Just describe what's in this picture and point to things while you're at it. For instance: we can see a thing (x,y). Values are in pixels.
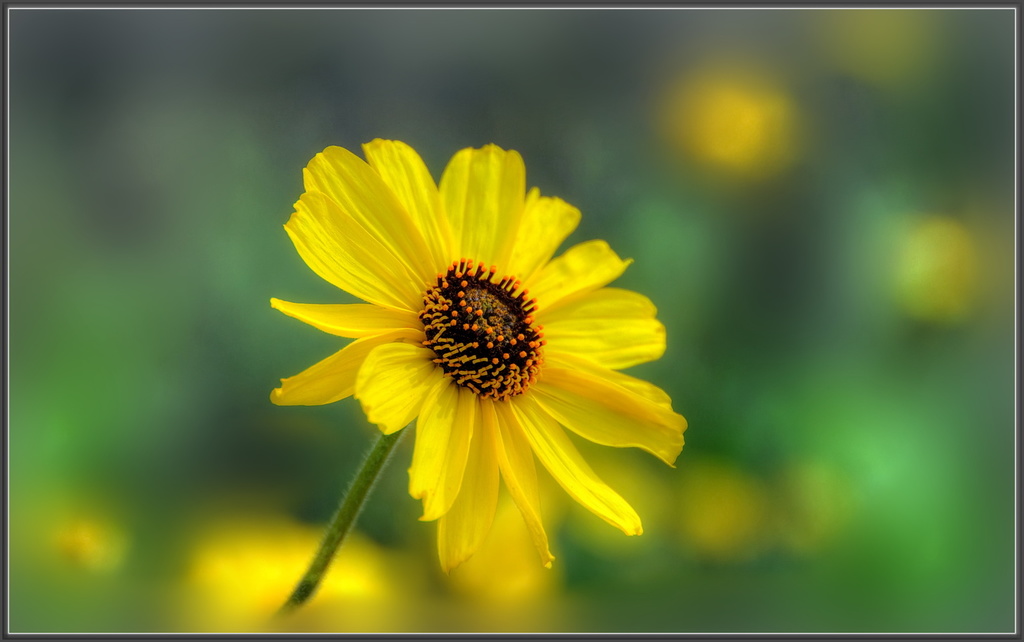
In the image we can see there is a sunflower (447,298) and background of the image (125,189) is blurred.
